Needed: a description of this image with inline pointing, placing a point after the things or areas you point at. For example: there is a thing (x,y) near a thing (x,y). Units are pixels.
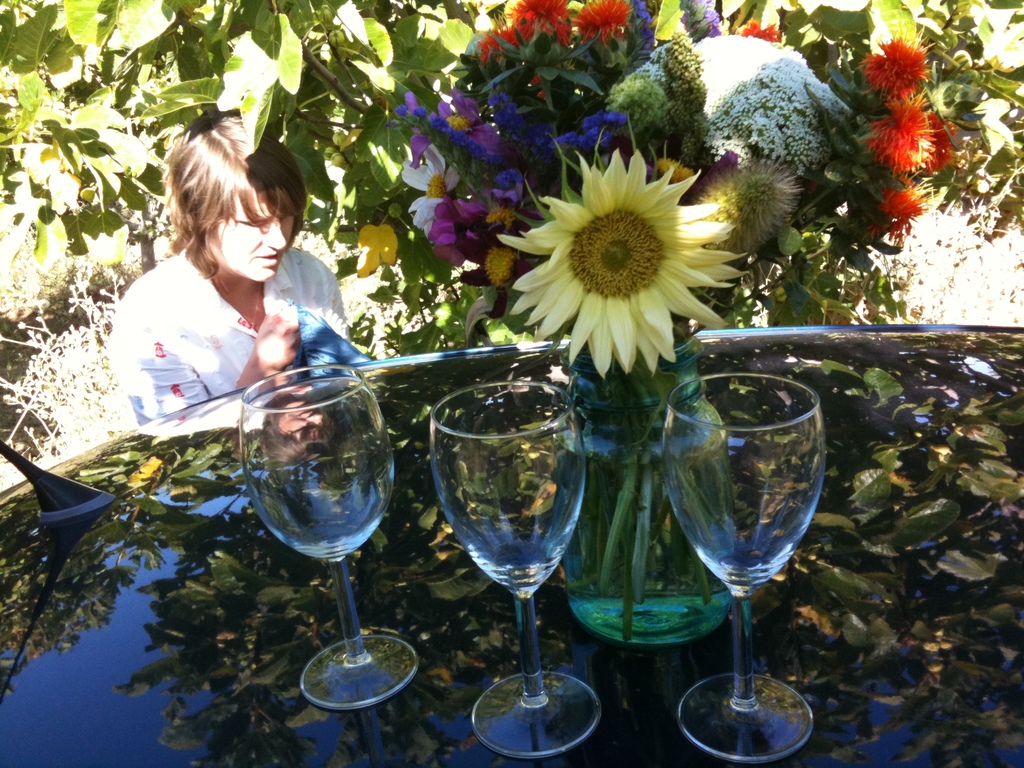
In this image we can see glasses (528,594) and flowers (599,240) in a jar (651,455) on the car roof (298,593). In the background (295,332) we can see a person (278,318), plants (75,17) and trees (333,11).
